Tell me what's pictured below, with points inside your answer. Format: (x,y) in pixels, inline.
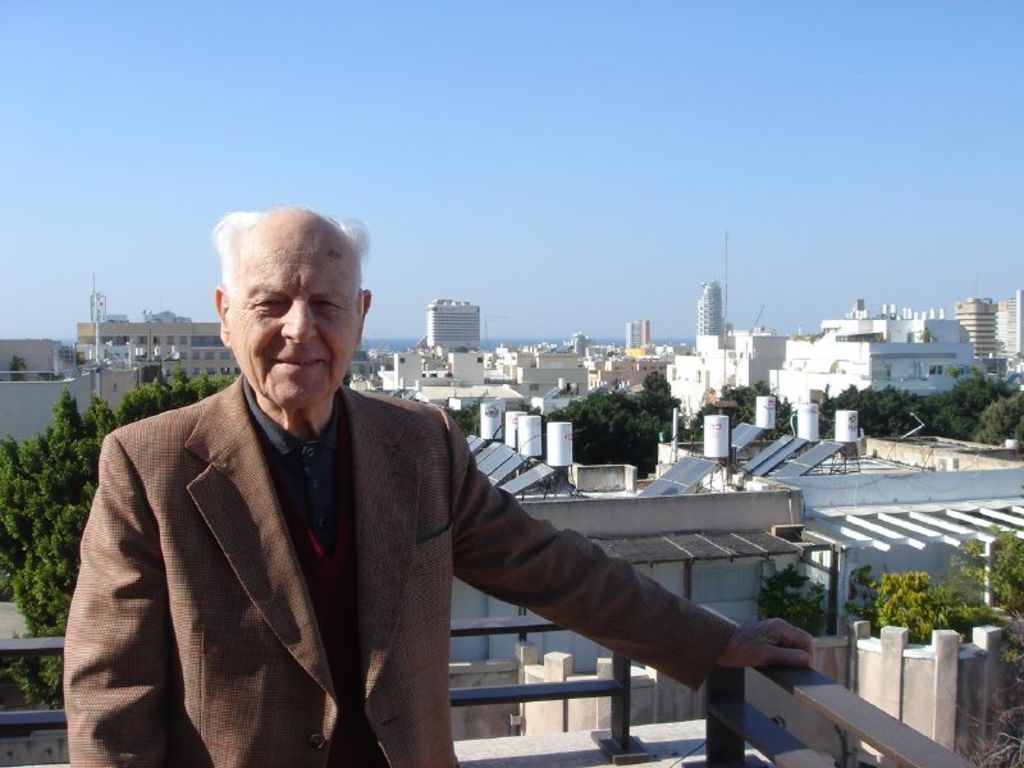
In this image a person (409,647) is standing on a rooftop (672,751) and holding a railing (824,706), behind him there are building (674,523), solar panels (663,477), poles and trees (778,424).
